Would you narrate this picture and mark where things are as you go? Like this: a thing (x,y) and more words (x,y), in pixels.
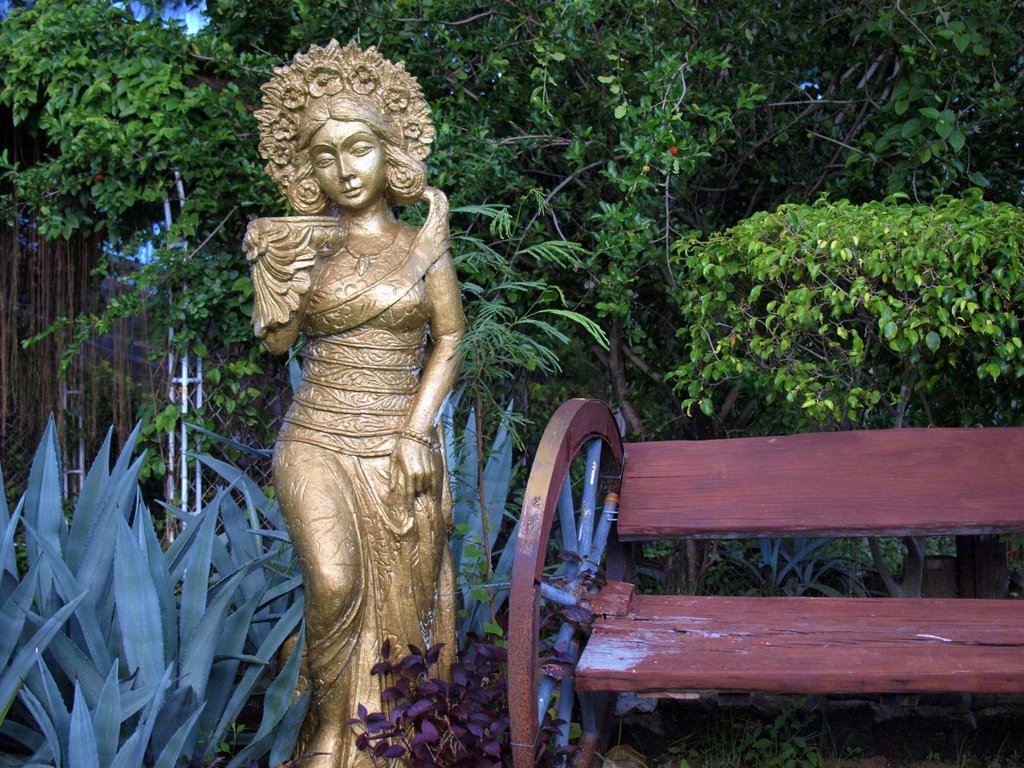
The image is clicked in the garden (402,149). In the front (268,152) there is a idol (267,323) in golden color. To the right (698,506) there is a bench (772,638) made up of wood (661,597). In the background (559,93) there are trees (447,88) and plants (191,121).
